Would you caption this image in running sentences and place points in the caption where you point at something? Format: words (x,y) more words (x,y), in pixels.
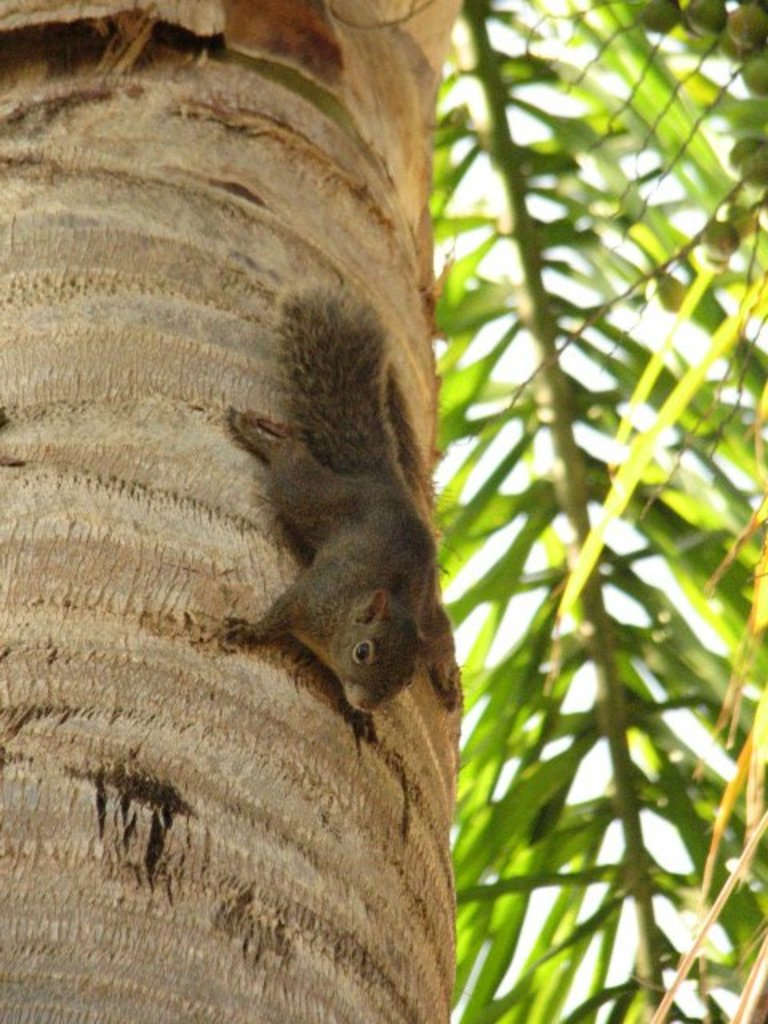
To the left side (256,13) there is a tree trunk (172,151) with squirrel (340,444) on it. And to the right side of the image (572,121) there are coconut leaves (553,262).
